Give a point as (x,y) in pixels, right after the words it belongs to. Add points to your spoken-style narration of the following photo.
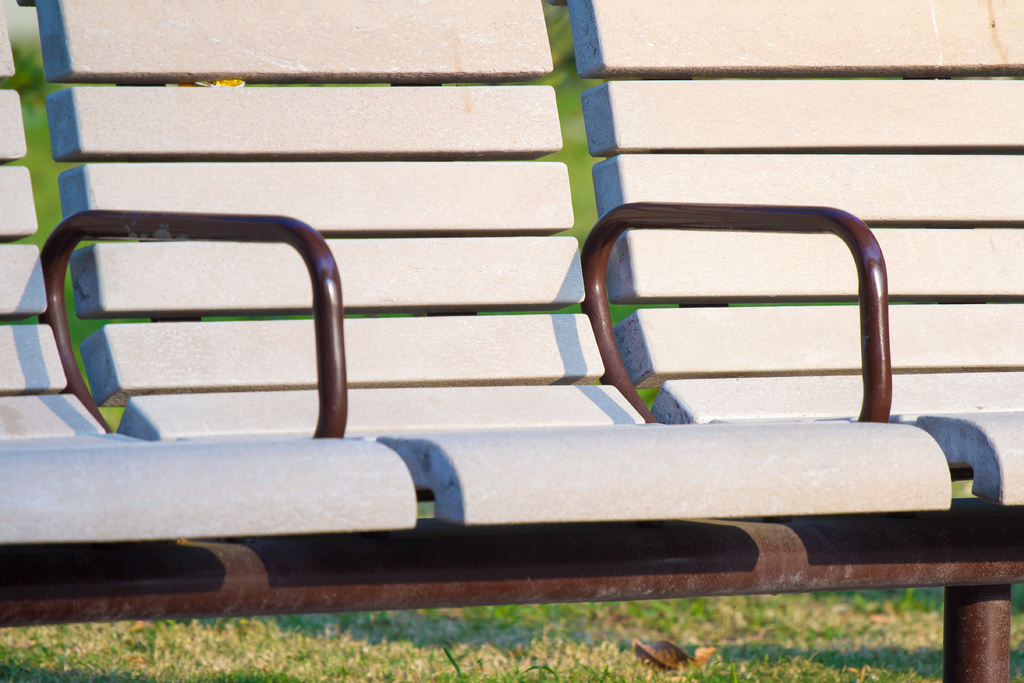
In this picture we can see a few benches (529,67) from left to right. Some grass (577,622) and a few leaves (639,648) are visible on the ground (925,638). We can see some greenery (563,70) in the background (11,82). Background (20,33) is blurry.
